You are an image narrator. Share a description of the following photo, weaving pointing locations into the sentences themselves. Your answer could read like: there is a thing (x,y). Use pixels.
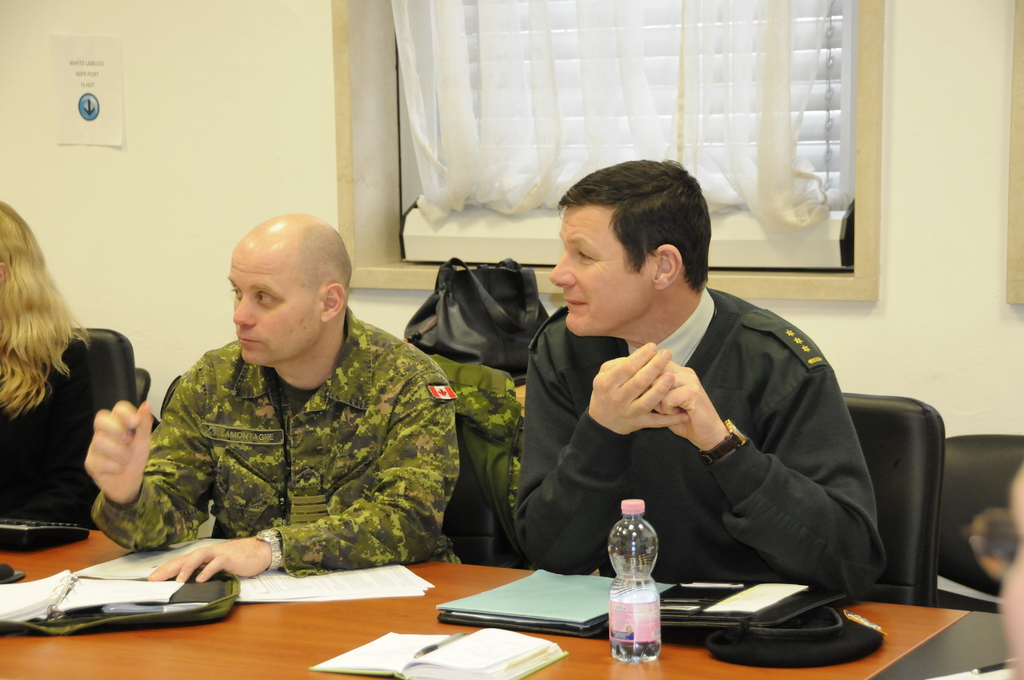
In this picture there are two men (388,416) sitting and another woman (85,481) sitting beside them both of them are watching to the left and they have a table (783,673) in front of them with some papers (284,581) a water bottle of file (589,599) or notebook (407,635) with pen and in the background (236,93) there is a wall (174,125) with paper (92,95) pasted on it and there is also a window (822,99) with a curtain (535,96).
